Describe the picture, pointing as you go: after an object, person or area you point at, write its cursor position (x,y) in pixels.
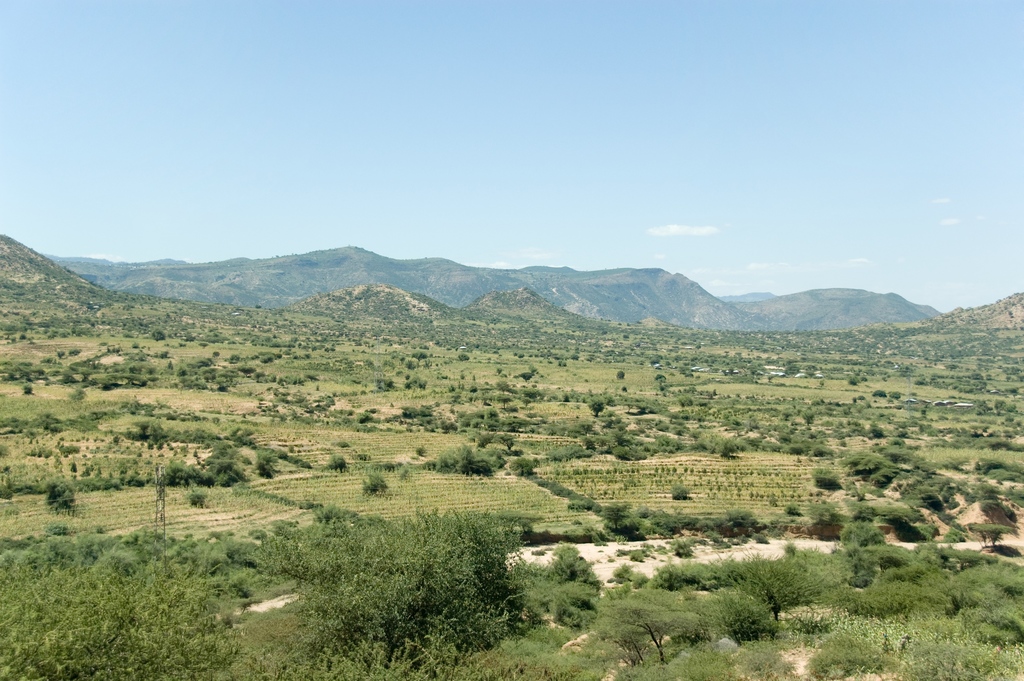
This picture shows an open land (412,462) with few trees (346,513) and hills (908,309) and few clouds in the sky (912,213).
